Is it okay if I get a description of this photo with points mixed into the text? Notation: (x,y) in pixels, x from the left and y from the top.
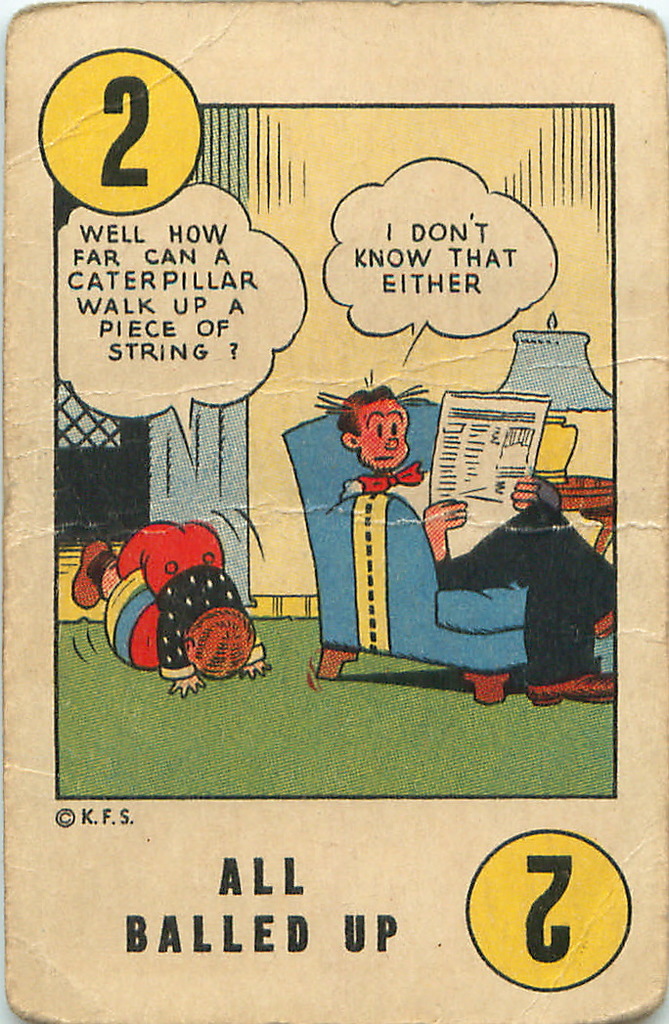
In this picture we can see a card (145,435) with an image of two persons (186,599), wall (264,447), ball (141,622) and a chair (347,527). There is a lamp (547,418) on the table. On the card (193,322) there are words (208,264) and numbers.
